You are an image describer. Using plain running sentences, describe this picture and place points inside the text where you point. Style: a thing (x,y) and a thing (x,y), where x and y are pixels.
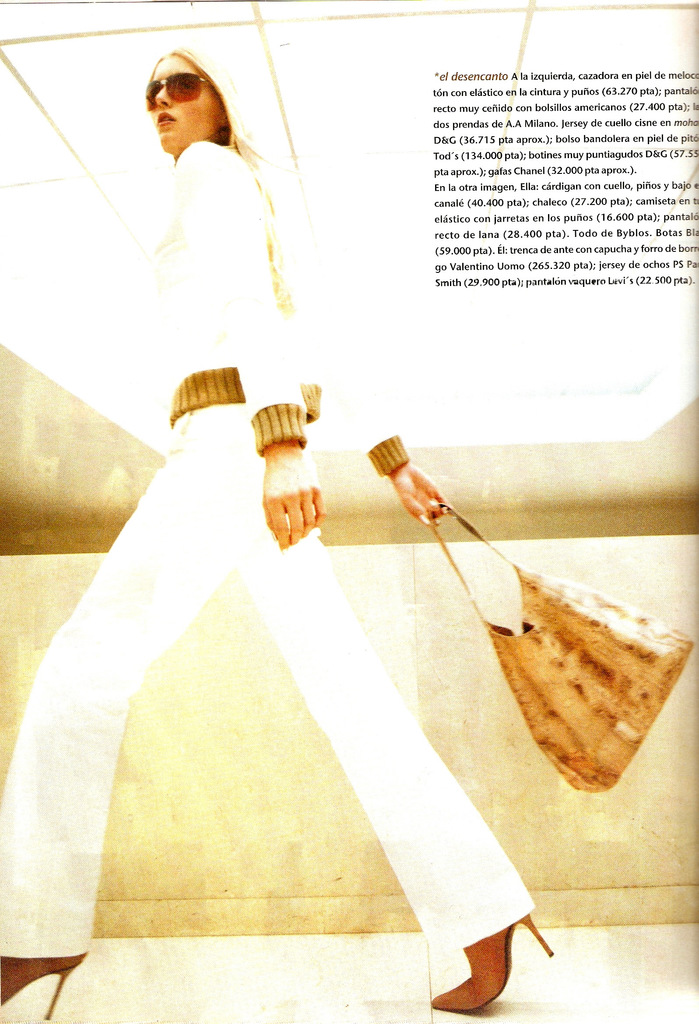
In this picture we can see a woman (218,336) holding a handbag (495,639). Behind the woman (166,515), there is a wall (90,490) and something is written on the image.
